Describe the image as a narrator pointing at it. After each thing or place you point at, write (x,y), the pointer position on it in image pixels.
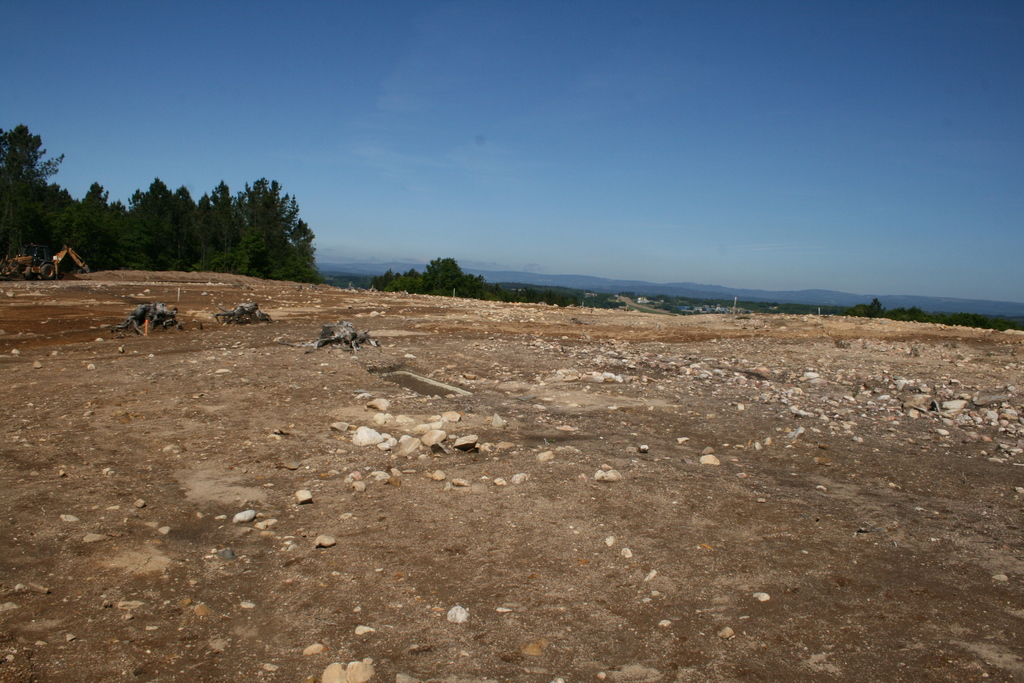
In this picture we can see the ground (615,439) with some stones (869,404). Behind there are some trees (304,226) and mountains (894,303). On the top (467,171) there is a blue sky (456,141).
